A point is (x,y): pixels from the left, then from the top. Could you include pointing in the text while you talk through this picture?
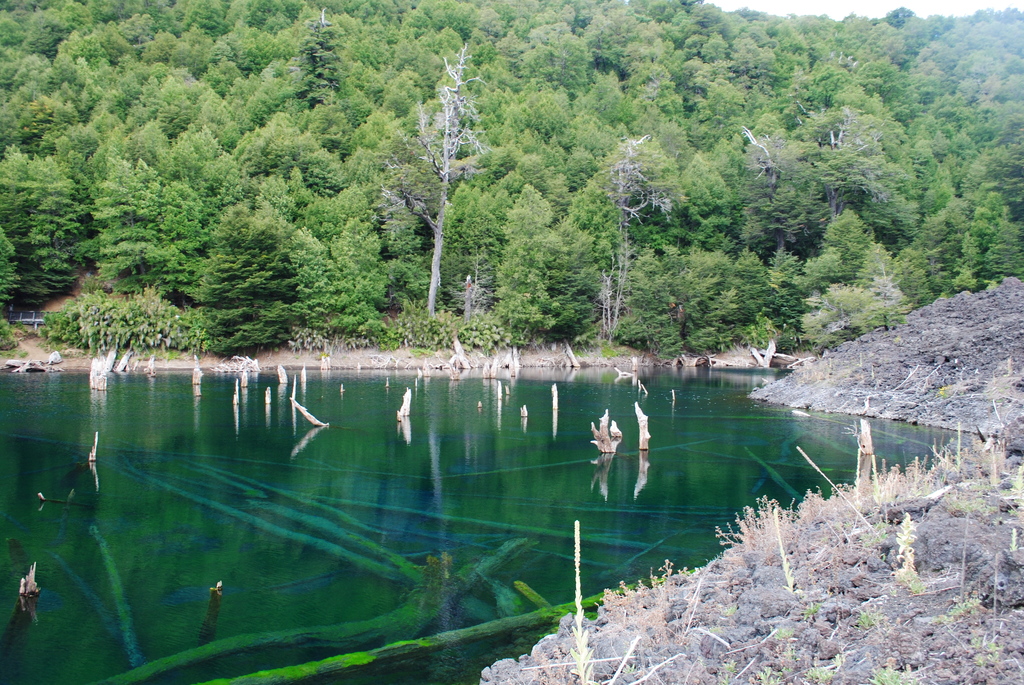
In this image, we can see trees (560,44), hills (785,150), twigs (557,398) and there is water (499,500).
